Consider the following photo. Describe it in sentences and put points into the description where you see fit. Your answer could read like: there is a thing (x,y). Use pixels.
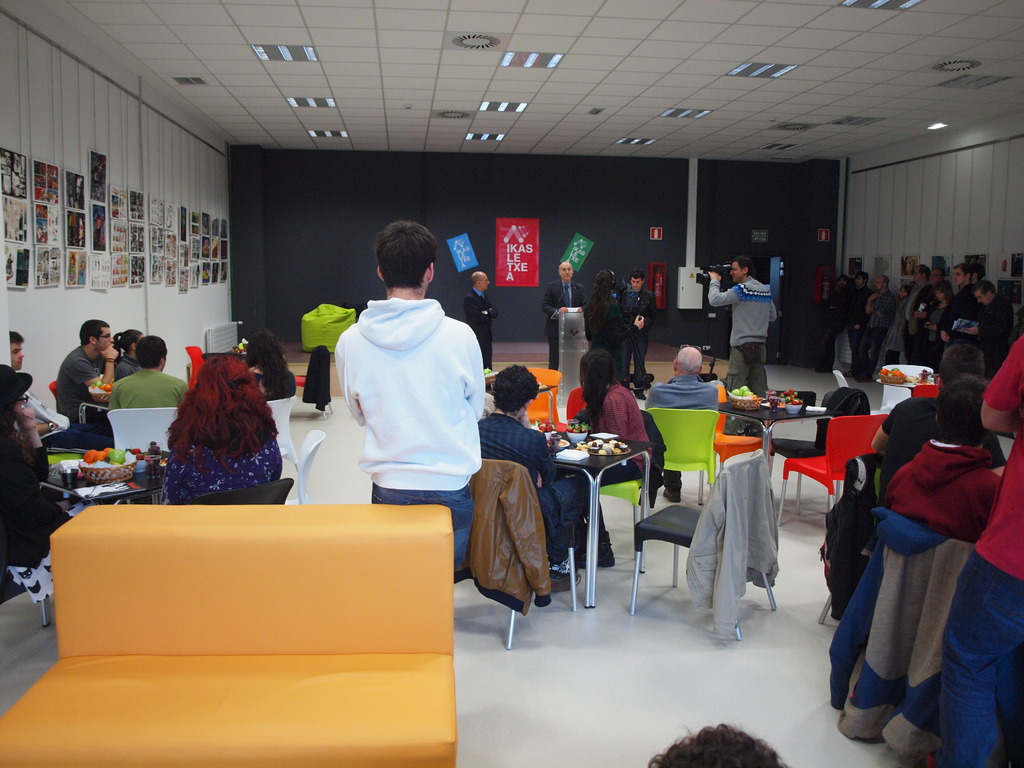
In this image we can see some persons (925,293) standing on the floor (332,482) and some persons (257,474) are sitting on the chairs (616,484) and tables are placed in front of them. On the tables (637,445) there are tumblers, paper napkins (104,491) and fruit baskets (121,467). In addition to this we can see electric lights (289,56), photo frames (105,185) attached to the walls (489,249), advertisements (453,244), camera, podium (564,346), jackets (700,527) and bean bags (328,336).
